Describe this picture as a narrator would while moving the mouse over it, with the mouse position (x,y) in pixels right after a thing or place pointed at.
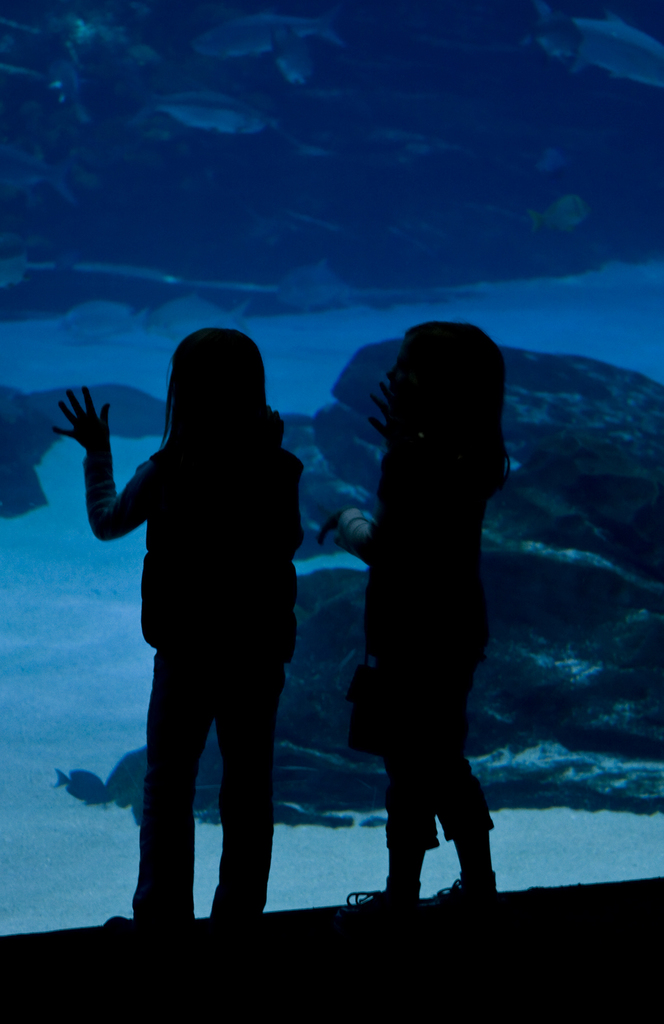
In this image we can see two girls (394,678) are standing. In the background (433,156), we can see an aquarium (575,664).
